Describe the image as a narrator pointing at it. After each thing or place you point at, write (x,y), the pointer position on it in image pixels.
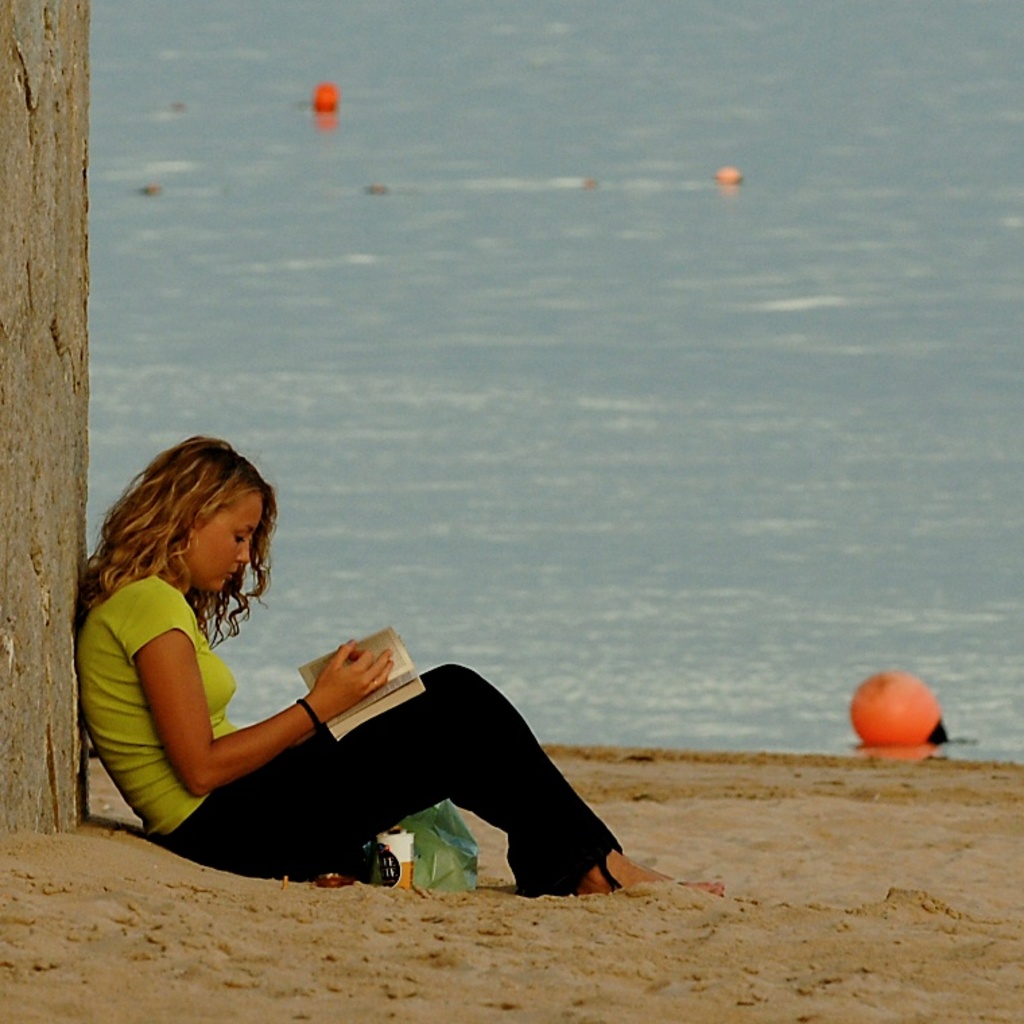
In this image, we can see a person (448,750) holding some object (391,695) is sitting. We can see an object (60,709) on the left (19,17). We can see the ground (595,981) covered with sand (689,959). We can also see some water (707,350) with a few objects (922,727) on the top (741,210).
